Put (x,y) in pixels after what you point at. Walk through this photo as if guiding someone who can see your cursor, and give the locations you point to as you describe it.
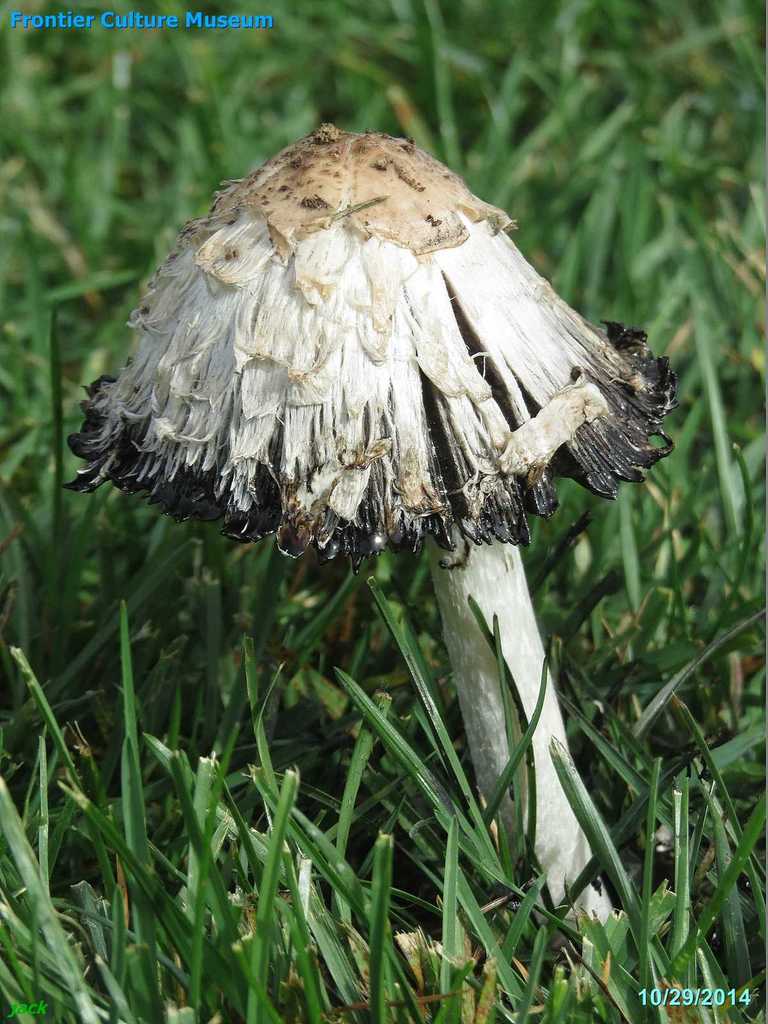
This image consists of a mushroom (602,435). At the bottom (162,900), there is green grass (398,1017).
